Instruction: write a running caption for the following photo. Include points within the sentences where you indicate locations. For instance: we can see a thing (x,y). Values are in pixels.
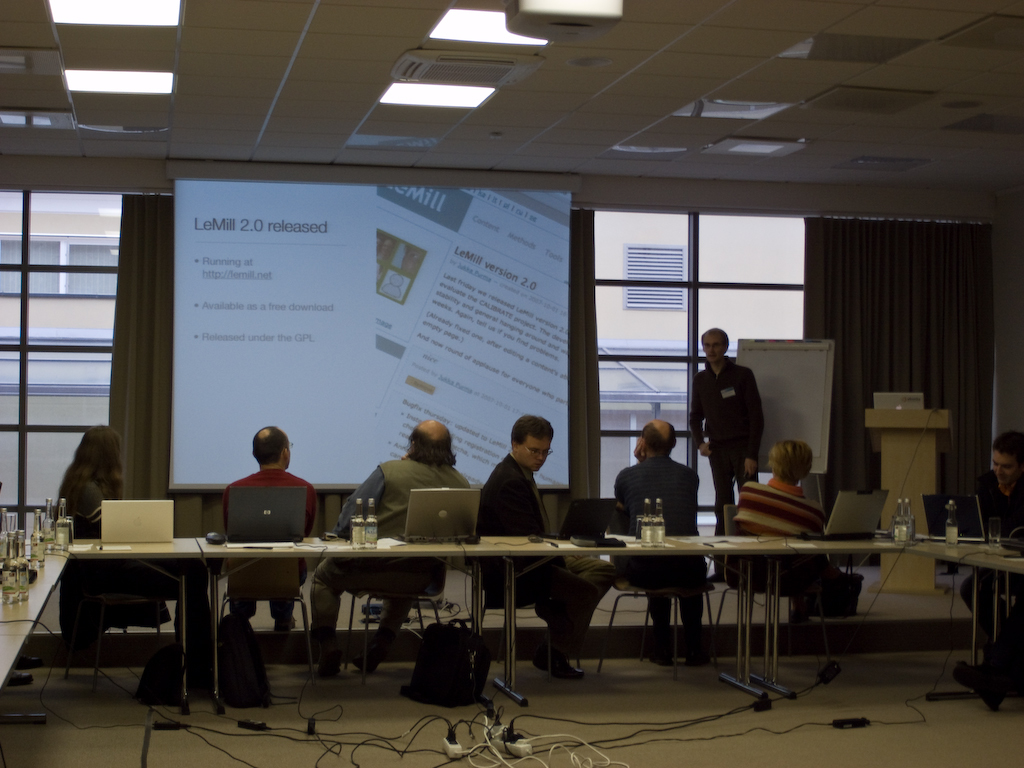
This picture describes about group of people (307,486), they are seated on the chairs (502,577) and a man (711,333) is standing, in front of them we can find few bottles (64,503), laptops (120,523) and other things (736,539) on the tables (843,553), in the background (468,39) we can see a projector screen (441,307), curtains (969,360) and lights (487,39), and also we can see a building (718,271).
